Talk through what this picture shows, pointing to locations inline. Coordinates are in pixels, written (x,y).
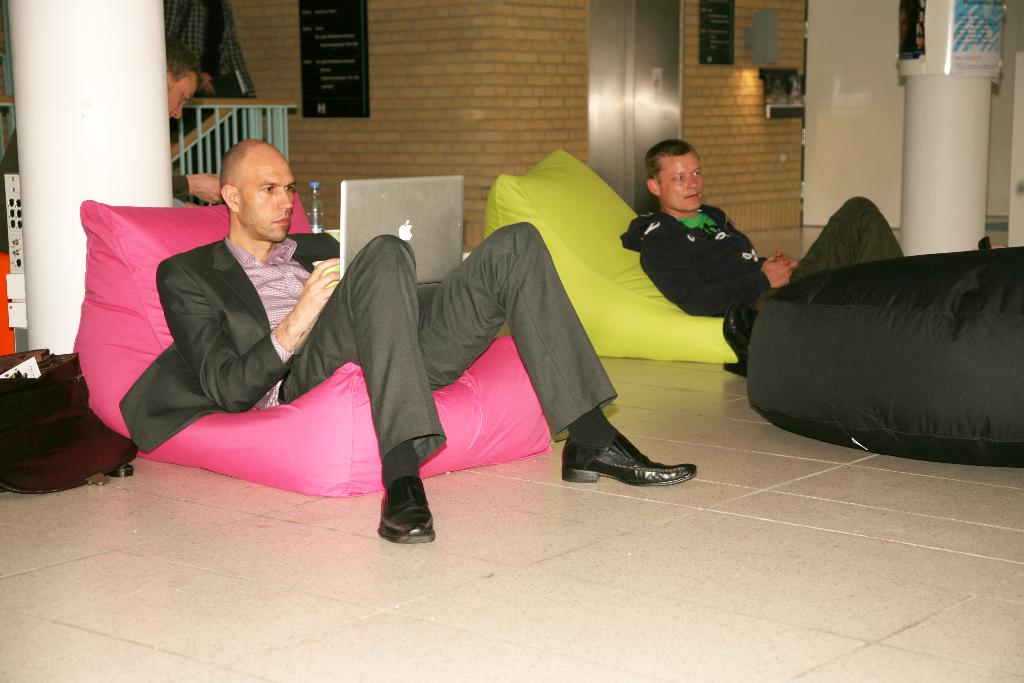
In the picture I can see bean bags (626,255), laptops (373,212), bottles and people (309,242).
